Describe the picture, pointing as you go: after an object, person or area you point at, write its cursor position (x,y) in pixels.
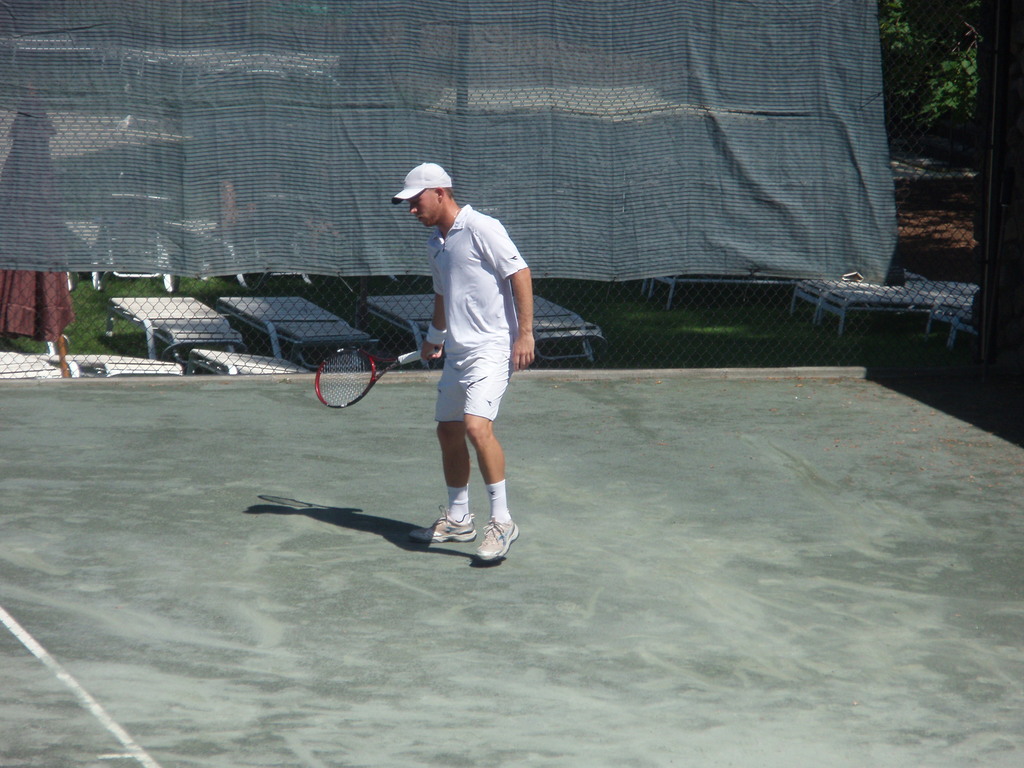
In the middle of this image (493,265), there is a person (476,308) in a white color dress (472,281), holding a bat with a hand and in a court (571,448). In the background (822,88), there is a gray color sheet (199,50) attached to a net (928,216), there are beds (141,275) arranged on the ground (679,294) and there are trees (958,38).
